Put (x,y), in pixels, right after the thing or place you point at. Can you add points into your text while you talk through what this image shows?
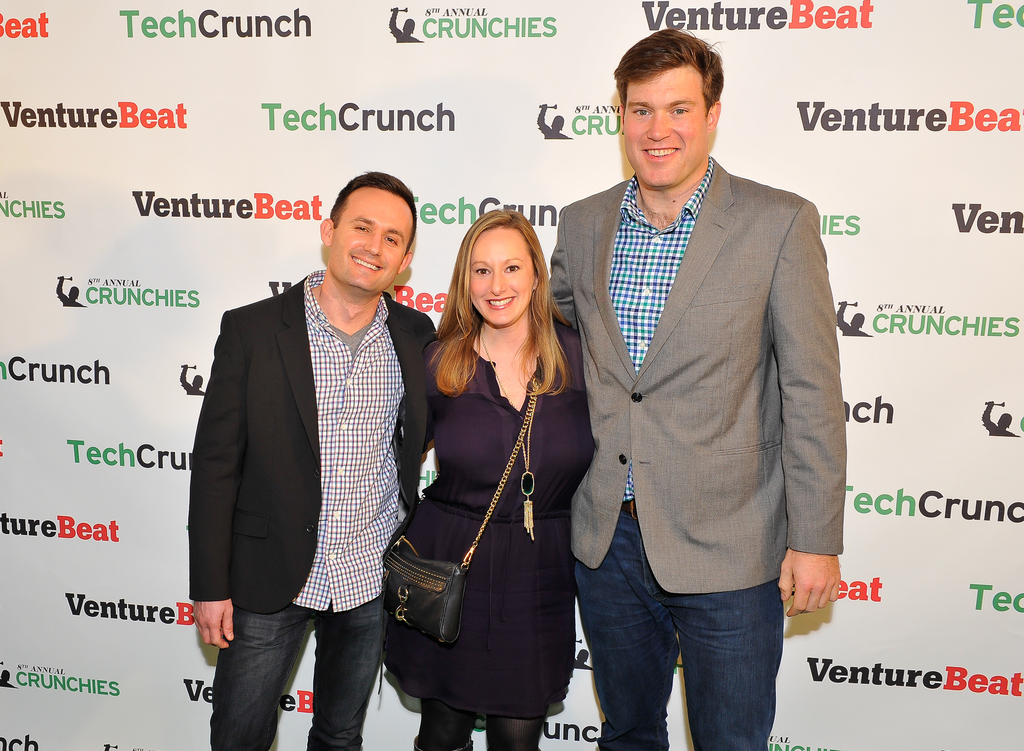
In the center of this picture (653,257) we can see the two persons (361,350) wearing blazer (287,496), smiling and standing and we can see a woman (476,399) wearing black color dress (513,467), sling bag (520,442), smiling and standing. In the background (884,44) we can see the text (171,123) and some pictures (393,29) on the banner (857,253).
